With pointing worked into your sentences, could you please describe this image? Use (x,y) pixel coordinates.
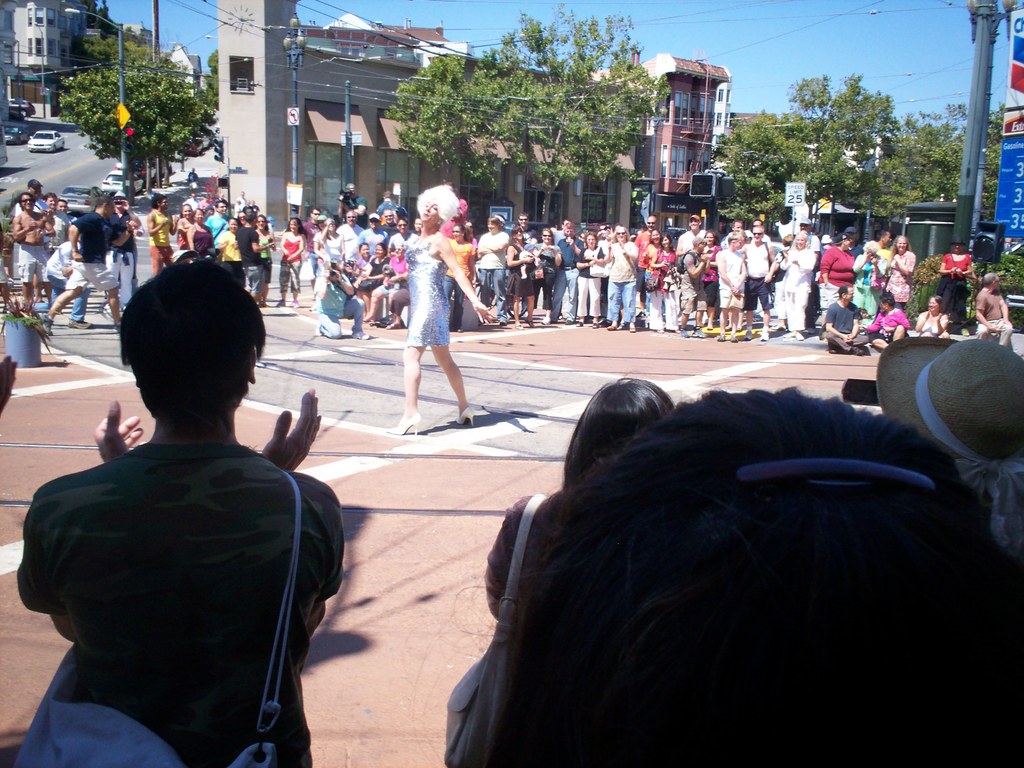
In this picture there are people (320,249), among them there is woman (413,330) dancing and we can see plants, poles (964,180), boards (1023,155), wires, banner (1012,167) and lights (296,28). We can see buildings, trees (90,89) and vehicles (113,184). In the background of the image (827,45) we can see the sky (827,45).
